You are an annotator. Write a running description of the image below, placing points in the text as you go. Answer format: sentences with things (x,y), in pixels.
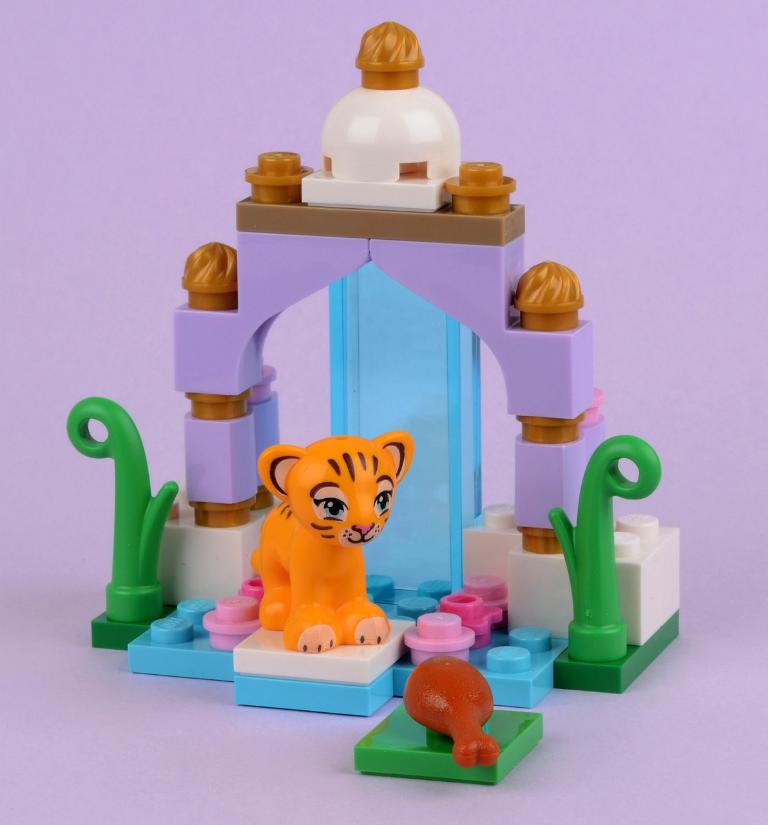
There are some toys (320,490) presenting in this picture.
